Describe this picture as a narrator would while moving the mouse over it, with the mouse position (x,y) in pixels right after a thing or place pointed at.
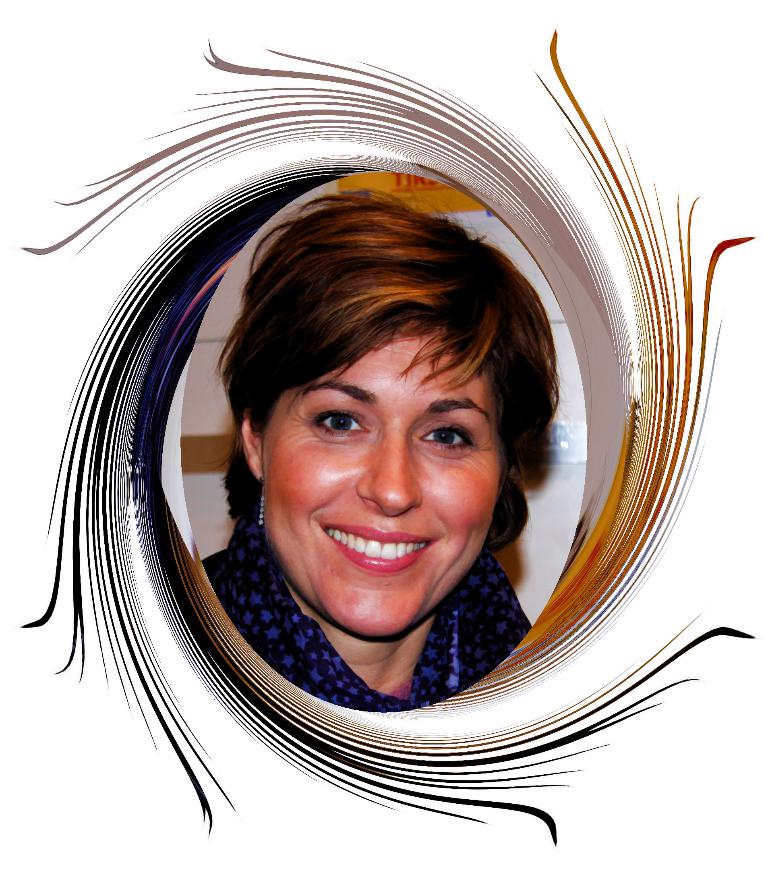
In this edited picture there is a face (305,550) of a woman (277,617). She is smiling. Behind her there is a wall (208,444). Around her photo there is a border (374,163).
